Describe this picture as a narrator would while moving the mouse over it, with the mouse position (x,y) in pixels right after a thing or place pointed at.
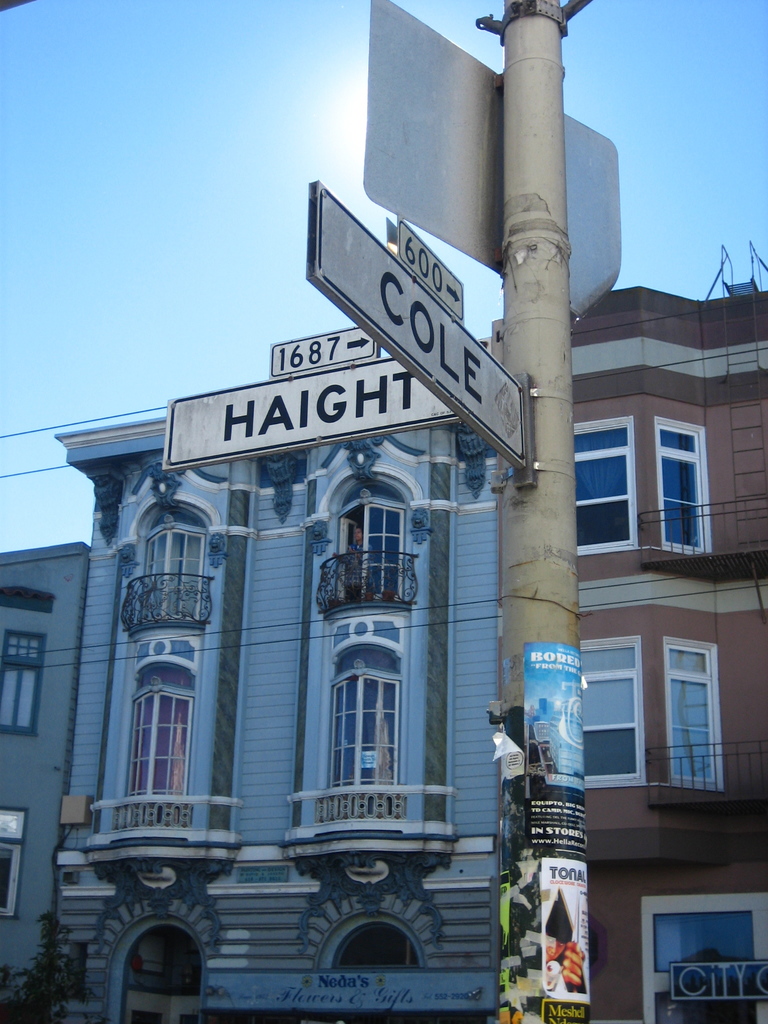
In this image, there are a few buildings (313,568). We can see some boards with text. We can also see a pole (547,36) with some posters (561,1009). There are a few boards (333,362) with text (320,356) attached to the pole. We can see some wires (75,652) and the sky (149,375).
